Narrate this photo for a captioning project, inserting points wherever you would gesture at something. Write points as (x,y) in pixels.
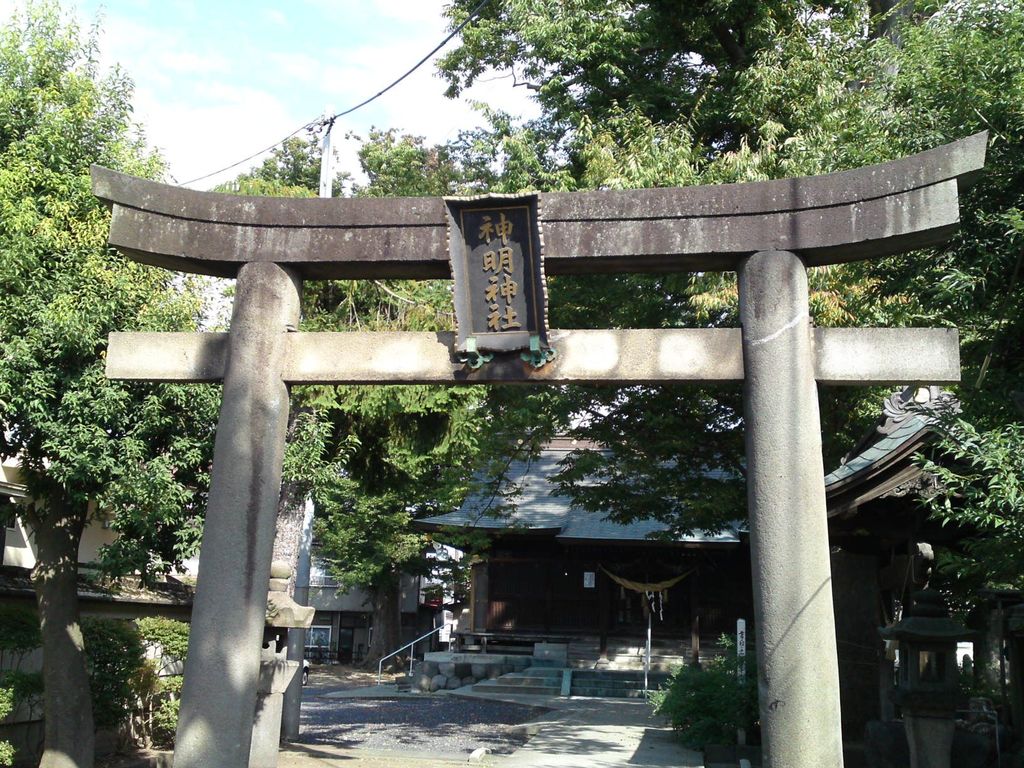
In this image I can see in the middle (511,324) it looks like an arch (555,330), at the back side (518,537) there is a house (532,520) and there are trees (439,281), at the top (338,62) it is the sky (313,64).
